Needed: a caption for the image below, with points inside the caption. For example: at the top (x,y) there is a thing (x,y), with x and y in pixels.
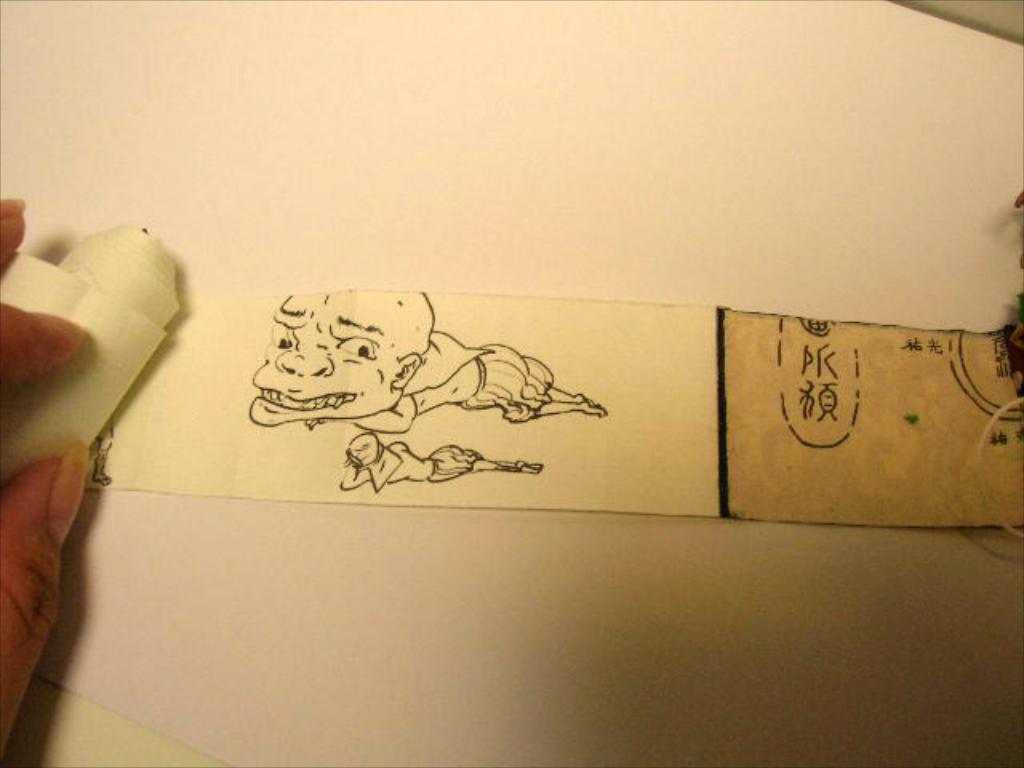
In this image I can see paper (141,390) which is in white color, on the paper (515,325) I can see an art (254,398). At left (41,552) I can see a human hand (48,540).
